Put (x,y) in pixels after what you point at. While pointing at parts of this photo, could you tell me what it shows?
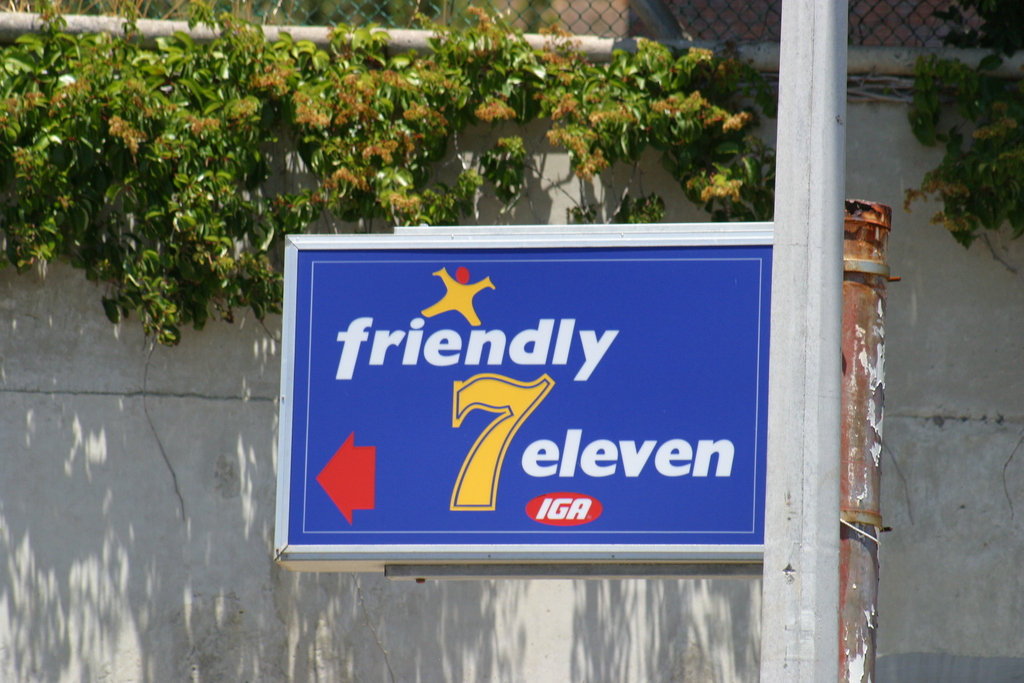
In this image we can see a board (684,324) to a pole (821,483). On the backside (232,527) we can see plants (164,317), fence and a wall (184,491).
